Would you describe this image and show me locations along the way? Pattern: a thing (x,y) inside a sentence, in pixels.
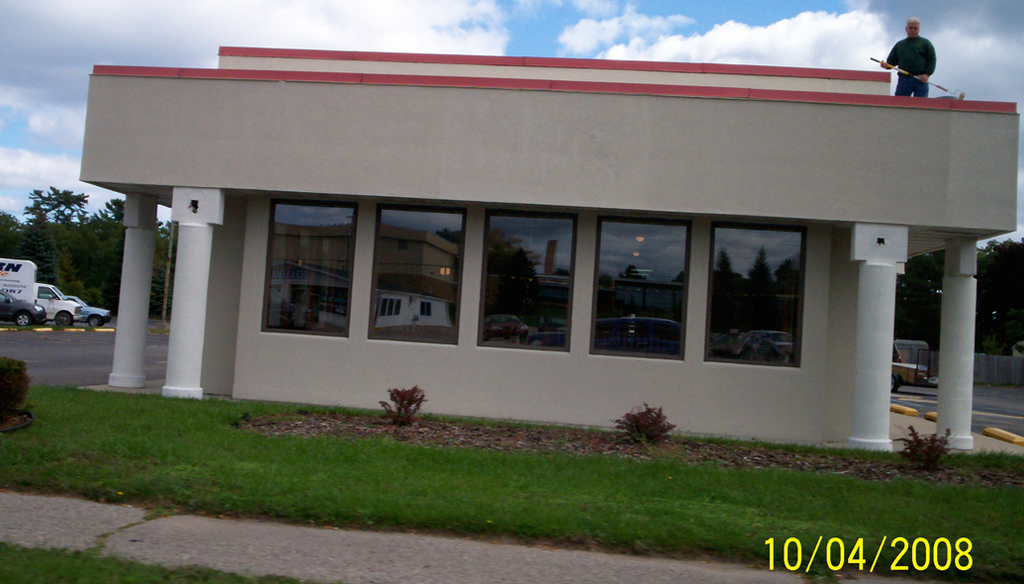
In this image, I can see a building (601,354) with glass windows (778,324) and pillars (883,407). On the left side of the image (36,320), there are vehicles (59,312), which are parked. In front of a building (287,395), I can see the grass (376,453), plants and a pathway (464,573). At the top of the image (903,67), I can see a person (915,73) holding an object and standing on a building (879,113). In the background (109,257), there are trees (989,314) and the sky (953,83). At the bottom right side of the image (775,567), I can see the watermark (907,559).
